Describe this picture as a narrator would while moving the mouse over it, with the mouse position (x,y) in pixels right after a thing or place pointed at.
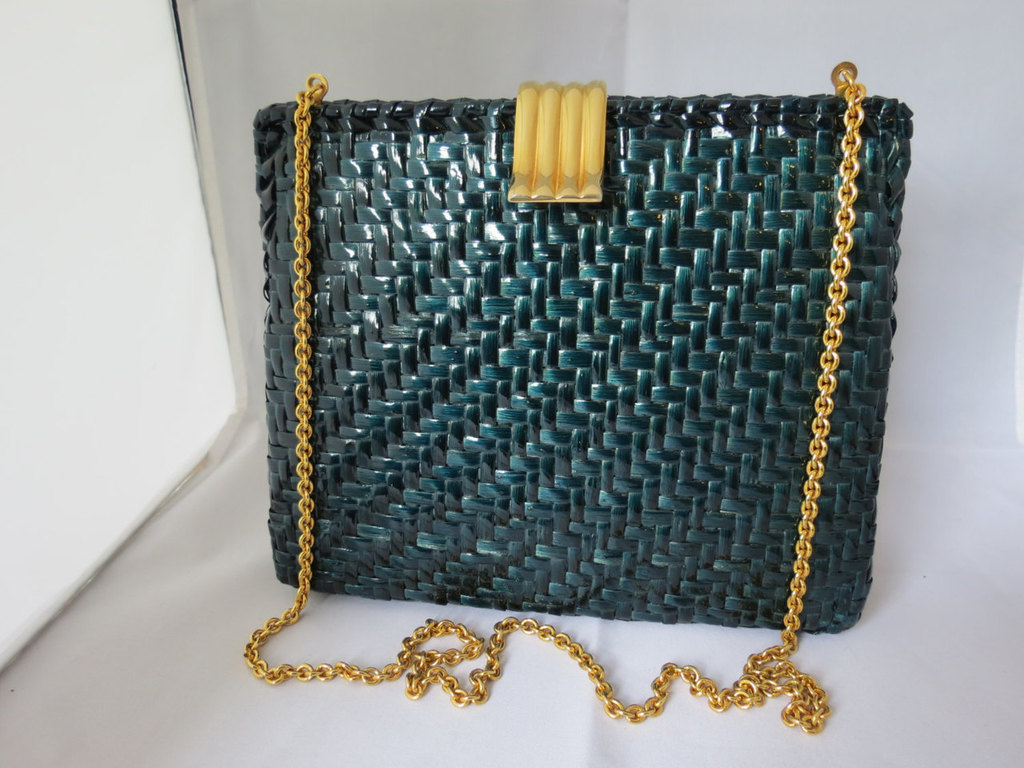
This sling bag (325,322) in green color with golden chain (736,687).
